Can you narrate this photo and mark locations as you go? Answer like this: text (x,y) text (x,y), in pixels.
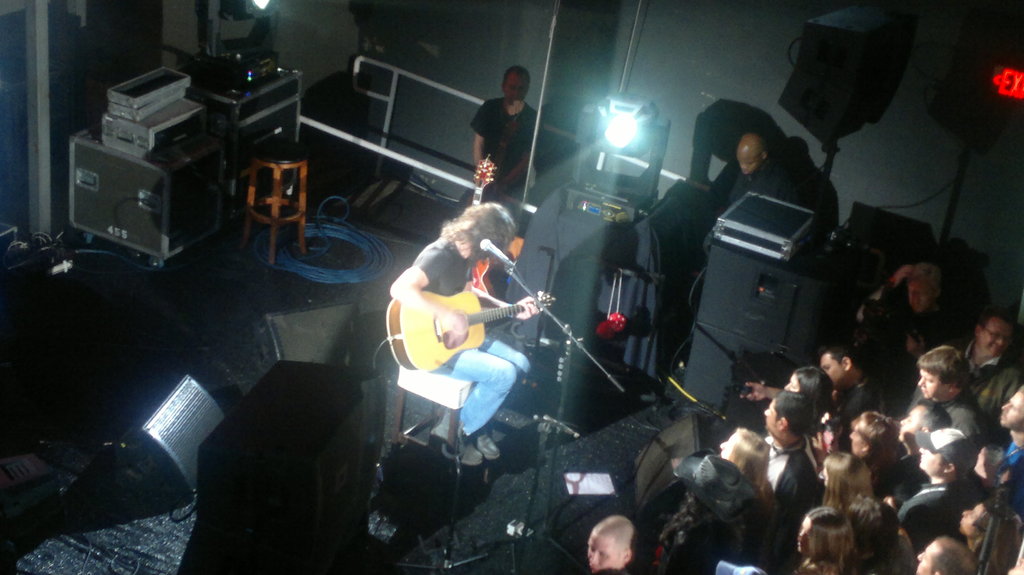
In this image there are group of people (992,313) standing, there is a man (498,347) sitting in chair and playing a guitar (546,291) near the microphone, there are 2 persons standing beside him, focus lights (635,178), brief cases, speakers (839,43), chairs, lights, cables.
